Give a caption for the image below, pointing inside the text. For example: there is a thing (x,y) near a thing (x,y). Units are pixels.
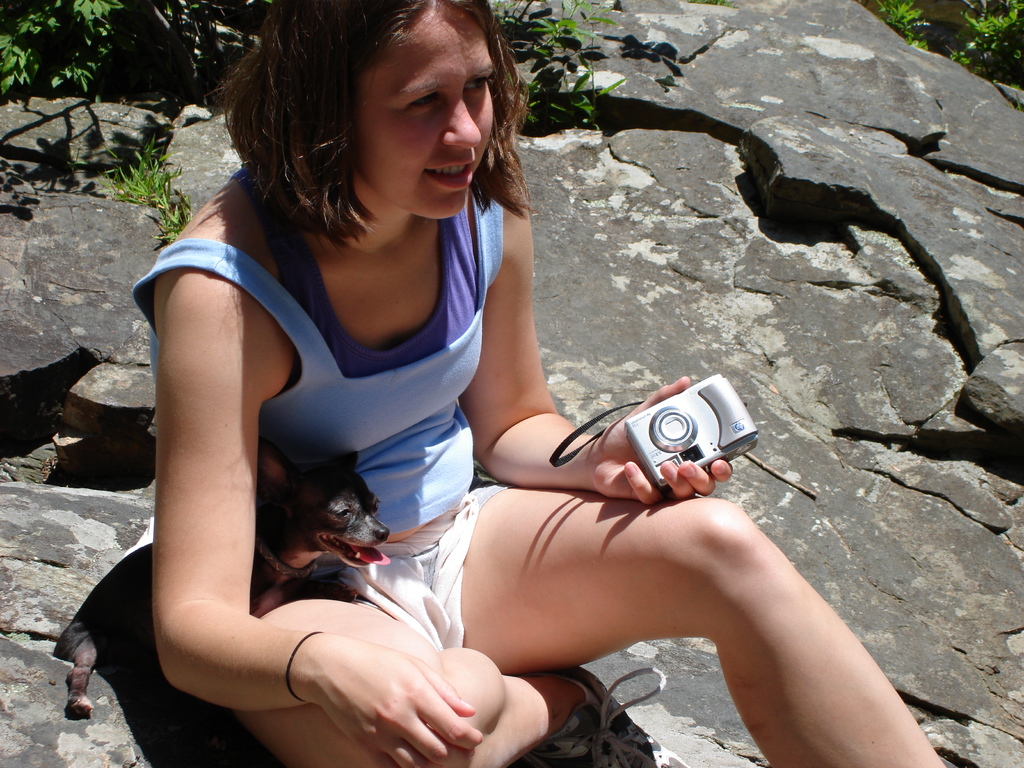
In this picture there is a woman (482,559) sitting, beside her there is a dog (115,584). This woman (424,373) is holding a camera (690,408). She is sitting over a rock (841,392). There are plants (87,16) in the background (95,47). This woman (437,388) is wearing a blue t-shirt (394,397).
